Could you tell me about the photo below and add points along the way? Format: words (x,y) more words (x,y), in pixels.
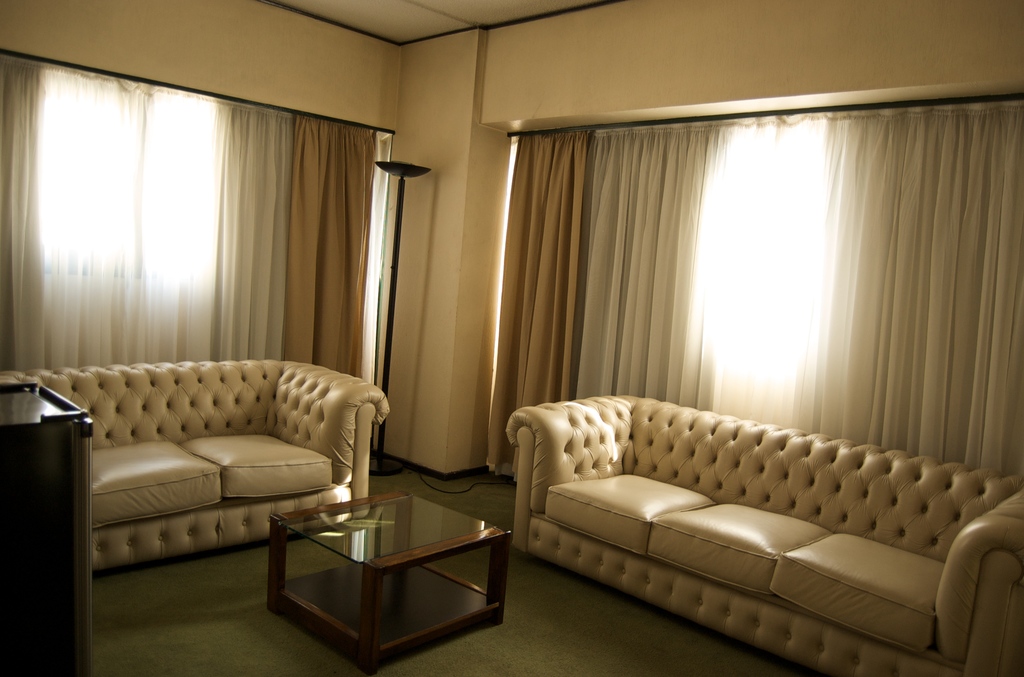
This is a picture taken in a room (588,363), in this room (379,471) there are two sofas (547,473). In the middle of the room (394,568) there is a tea table (390,566) which is made up of glass (380,531) and wood (428,552) and background of the sofas (670,467) are a white curtains (687,277) and wall (447,238).
